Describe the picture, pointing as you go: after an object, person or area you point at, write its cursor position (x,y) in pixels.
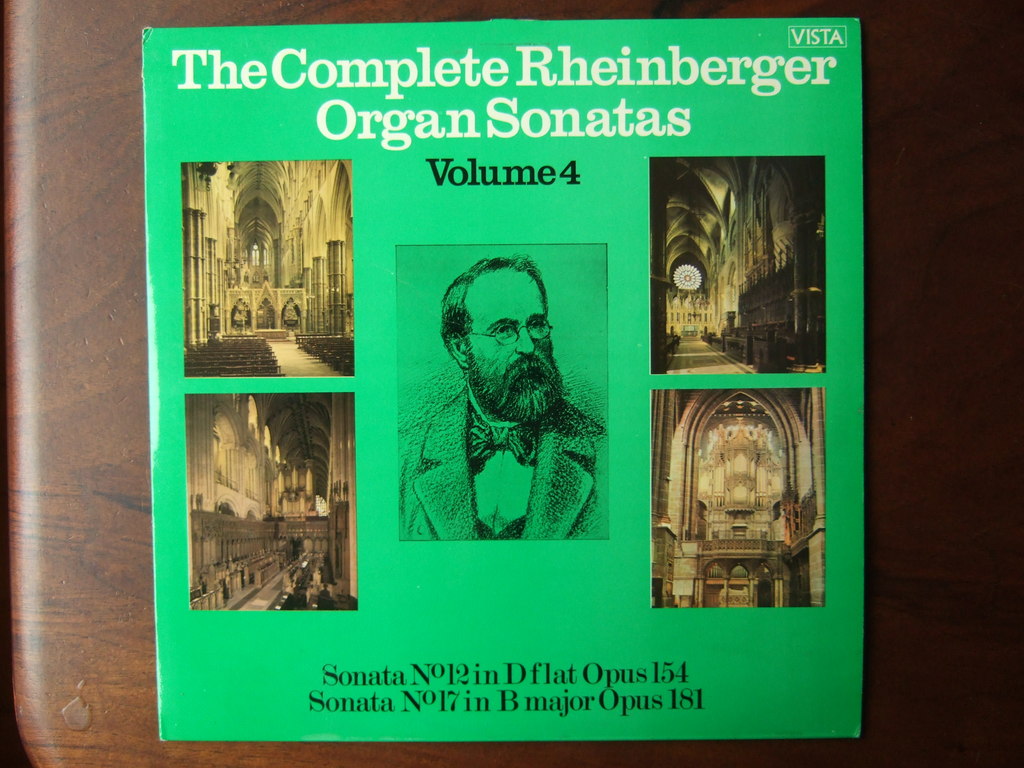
In this image we can see a record cover (571,578) placed on the table (126,682).
